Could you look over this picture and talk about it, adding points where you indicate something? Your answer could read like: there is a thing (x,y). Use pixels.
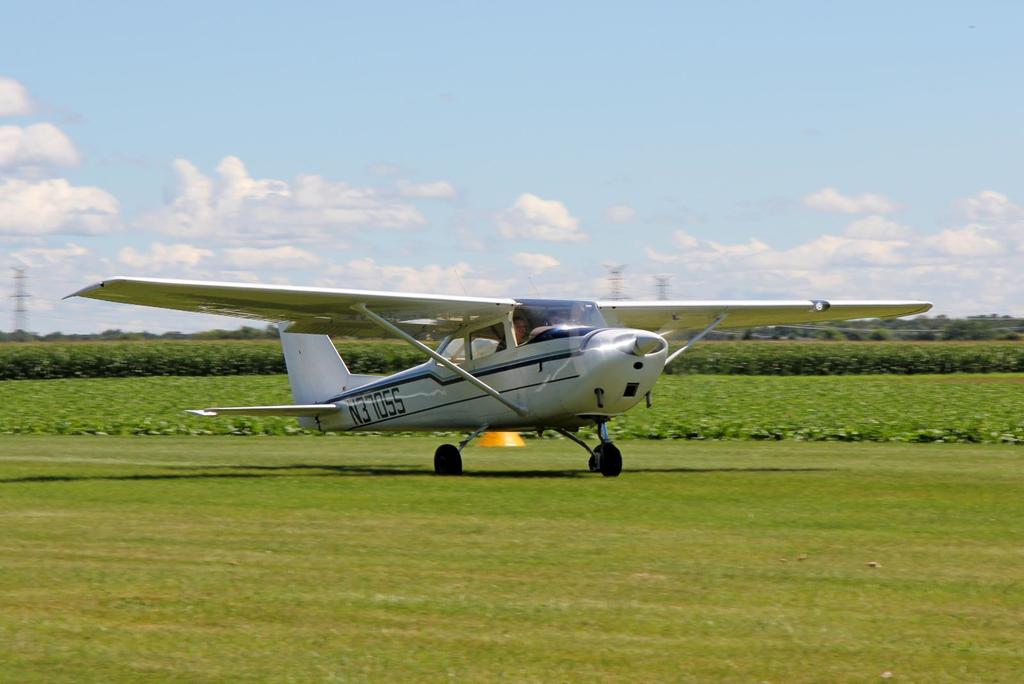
In the center of the image (596,371) there is an aeroplane (579,392). In the background (387,370) there are bushes (828,349), trees (824,330), towers (662,289) and sky (248,191).
